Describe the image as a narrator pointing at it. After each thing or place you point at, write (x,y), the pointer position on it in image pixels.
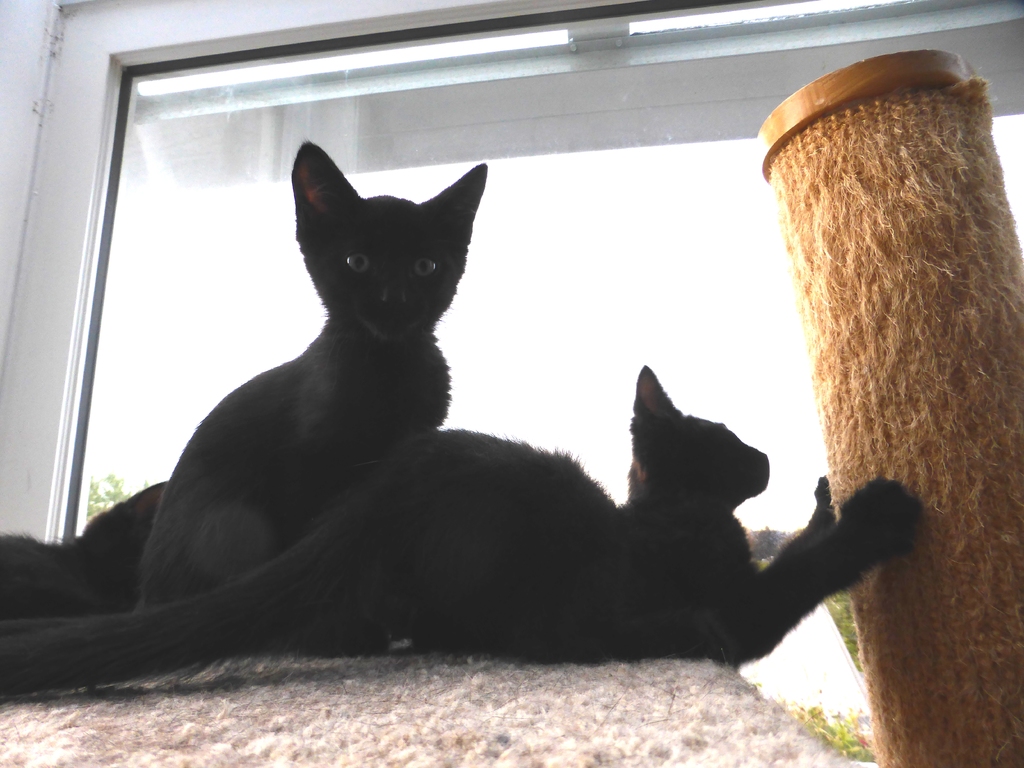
In this picture there are three black color kittens (306,557), sitting on the cat tree (697,726). Beside there is a brown color straw roll (926,308). In the background (561,241) we can see the glass window (561,241).
